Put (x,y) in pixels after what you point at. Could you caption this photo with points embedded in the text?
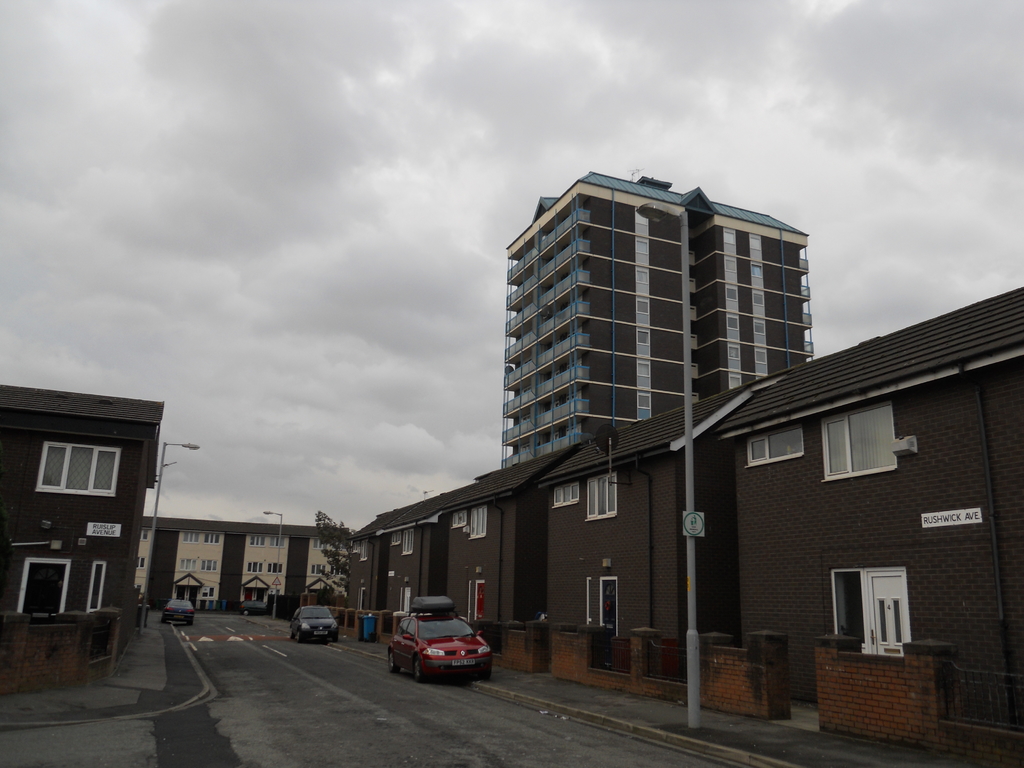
As we can see in the image there are buildings (446,510), street lamp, cars (419,627) and tree (344,575). On the top (425,125) there is sky (428,170) and clouds (420,165).
